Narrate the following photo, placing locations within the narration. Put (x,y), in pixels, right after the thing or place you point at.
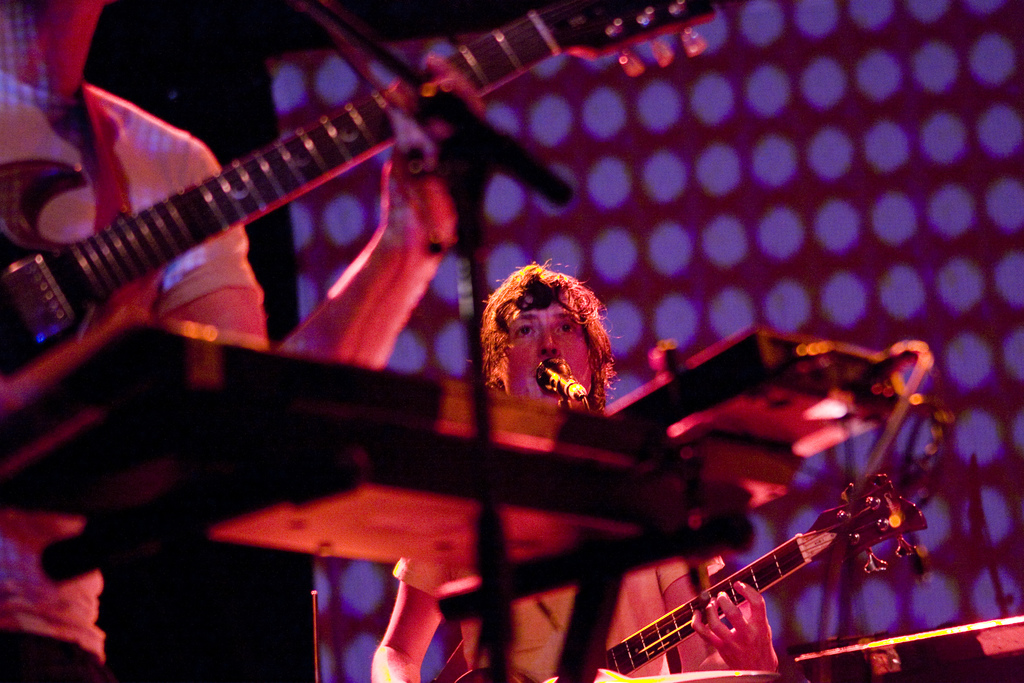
In the image we can see two persons (202,261) were standing and holding guitar (253,214). In front (470,189) there is a microphone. In the background (639,206) we can see wall (774,97) and light (942,69).
